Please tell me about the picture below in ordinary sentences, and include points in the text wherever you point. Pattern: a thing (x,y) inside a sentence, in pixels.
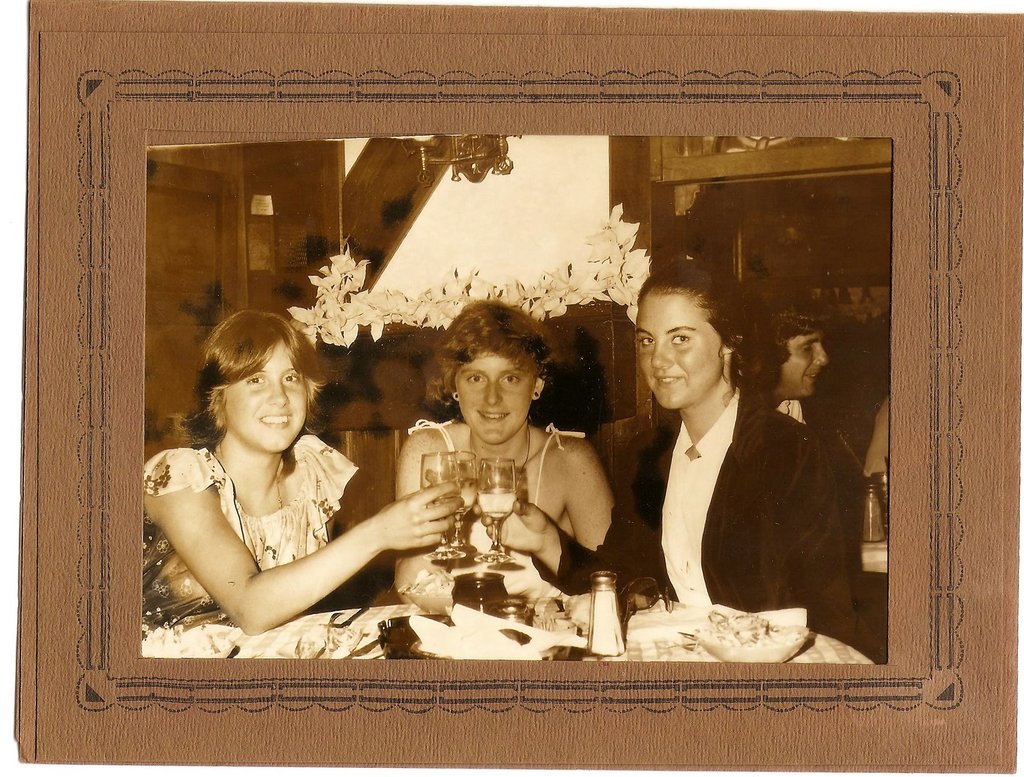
In this picture I can see the photo (670,360) which is placed in a brown mount (974,416). In that photo (750,426) there are three women (592,487) who are holding the wine glass (511,497) and sitting on the chair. Behind them I can see another person (804,374) who is sitting near to the table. On the table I can see the glasses (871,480).
